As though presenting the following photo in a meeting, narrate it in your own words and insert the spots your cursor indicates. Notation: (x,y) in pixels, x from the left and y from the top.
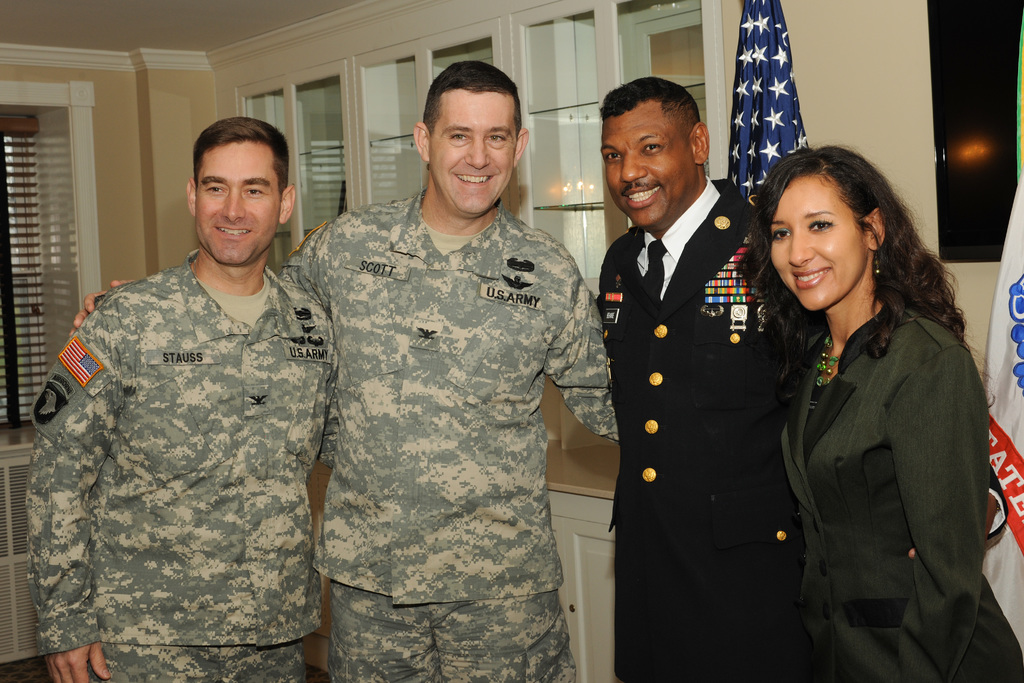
In this image we can see three men (761,435) and one women (900,526) are standing. Two men (178,537) are wearing army uniforms (357,548), one man (721,504) is wearing a black color suit (677,605) and the woman (885,559) is wearing a coat (897,581). In the background (106,172), we can see a wall (102,200), window (23,265), cupboard (595,171), flags (774,114) and screen (953,130).
